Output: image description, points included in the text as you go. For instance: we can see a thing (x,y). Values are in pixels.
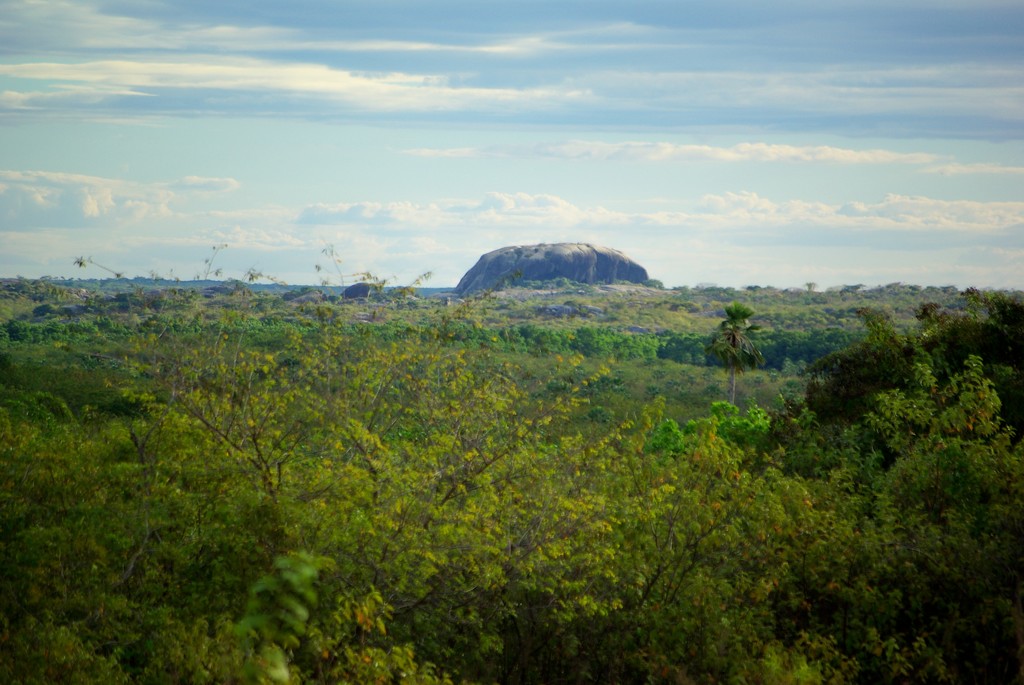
In this image, we can see trees (434,362) and there are rocks (478,263). At the top (428,138), there are clouds (599,157) in the sky (364,133).
